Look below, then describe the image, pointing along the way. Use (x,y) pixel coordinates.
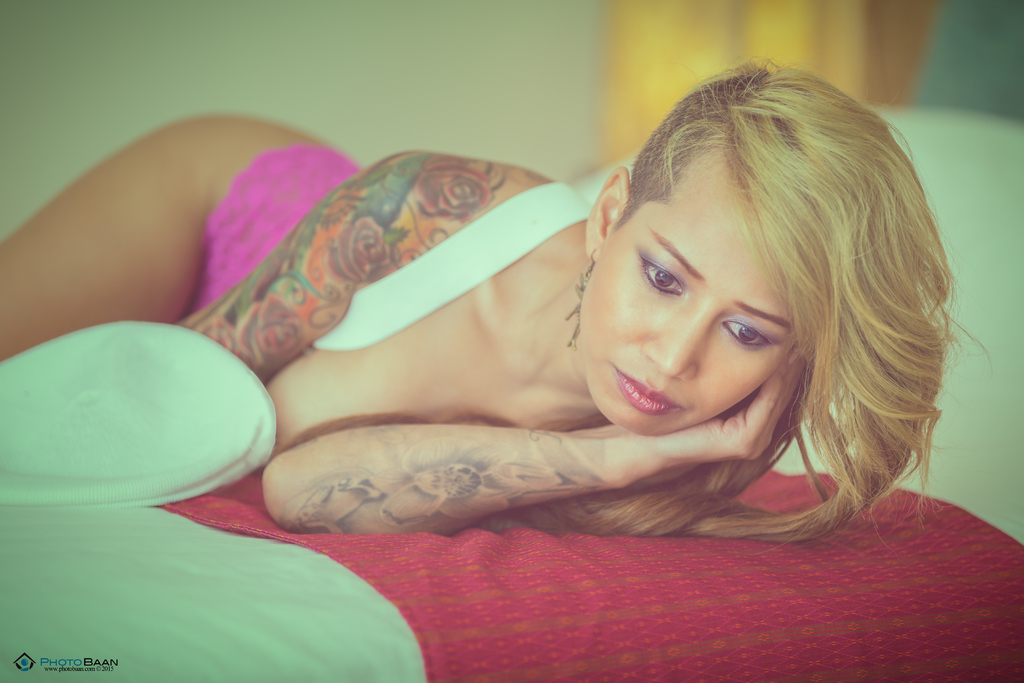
In this picture we can see a woman (516,367) is laying on a bed (274,592), there is a bed sheet (460,605) present on the bed (432,611), we can see a blurry background (629,74).
